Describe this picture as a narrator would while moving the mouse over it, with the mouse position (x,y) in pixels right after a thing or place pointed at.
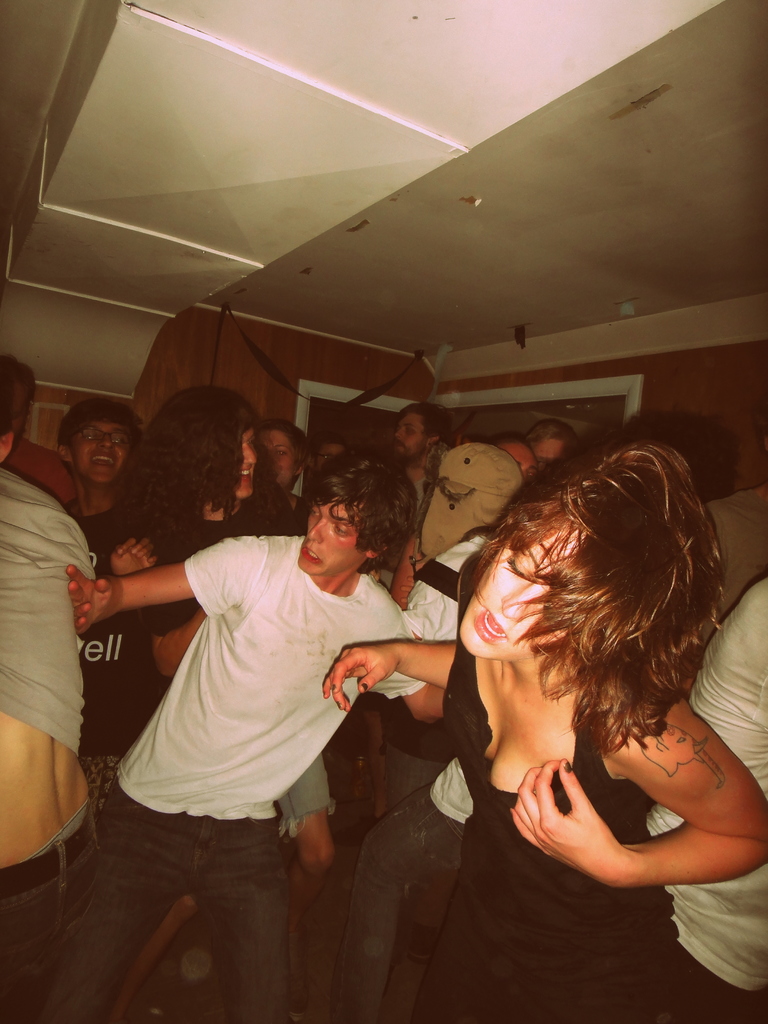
In the picture we can see some men (288,739) and woman (457,722) are dancing and behind them we can see a wooden wall (172,362) and ceiling (675,145).
